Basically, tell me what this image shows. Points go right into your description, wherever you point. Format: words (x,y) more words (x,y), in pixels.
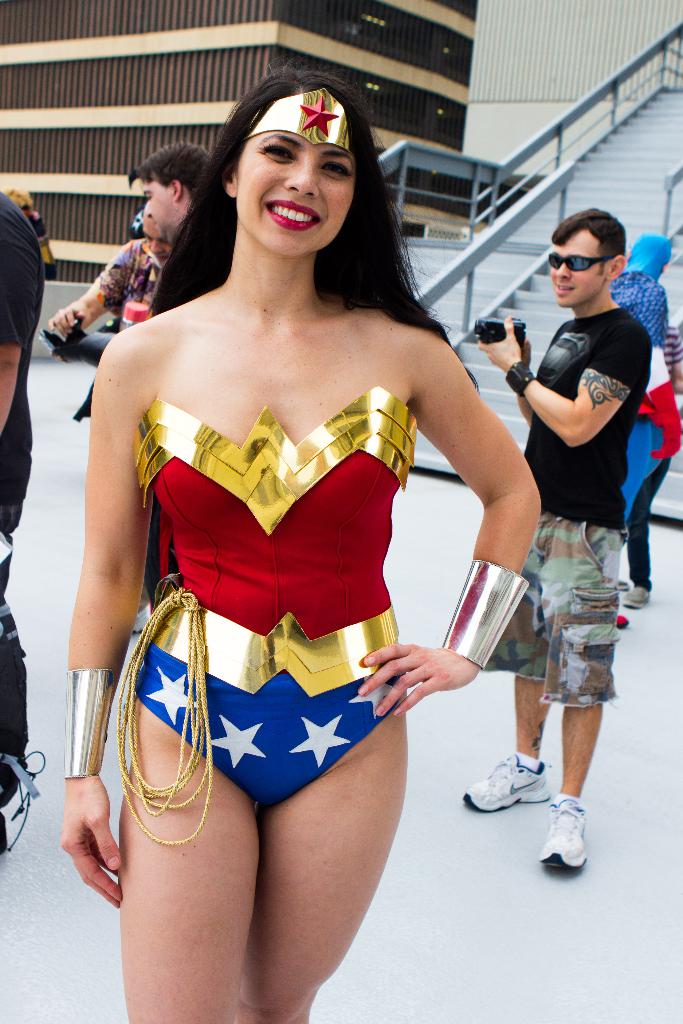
In the foreground of this picture (301,608), there is a woman (325,548) standing and posing to the camera. In the background (18,305), there are persons (25,298) standing on the surface (617,742), few stairs (602,157), and buildings (280,59).
